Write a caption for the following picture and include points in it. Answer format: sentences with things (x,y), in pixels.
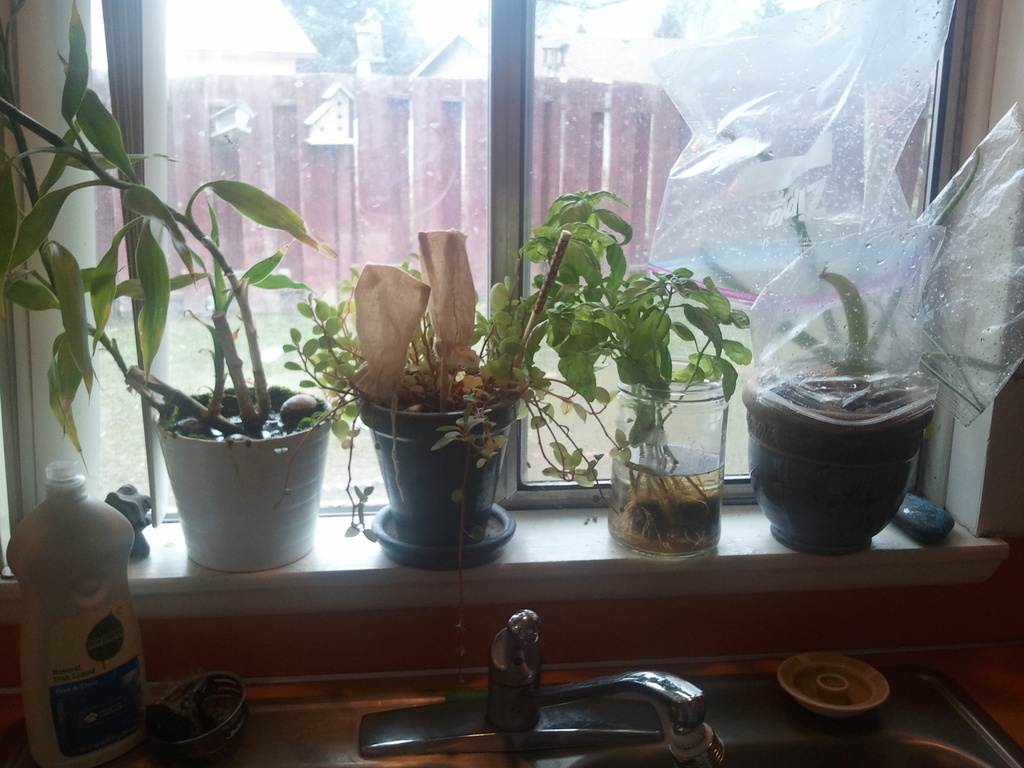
In this image we can see house plants (353,456) placed on the wall (881,545). At the bottom (778,702) there is a sink (486,749) and a bottle (107,721) placed on the counter top (145,760). In the background (385,239) there is a window (386,206) and we can see a cover (861,207).
